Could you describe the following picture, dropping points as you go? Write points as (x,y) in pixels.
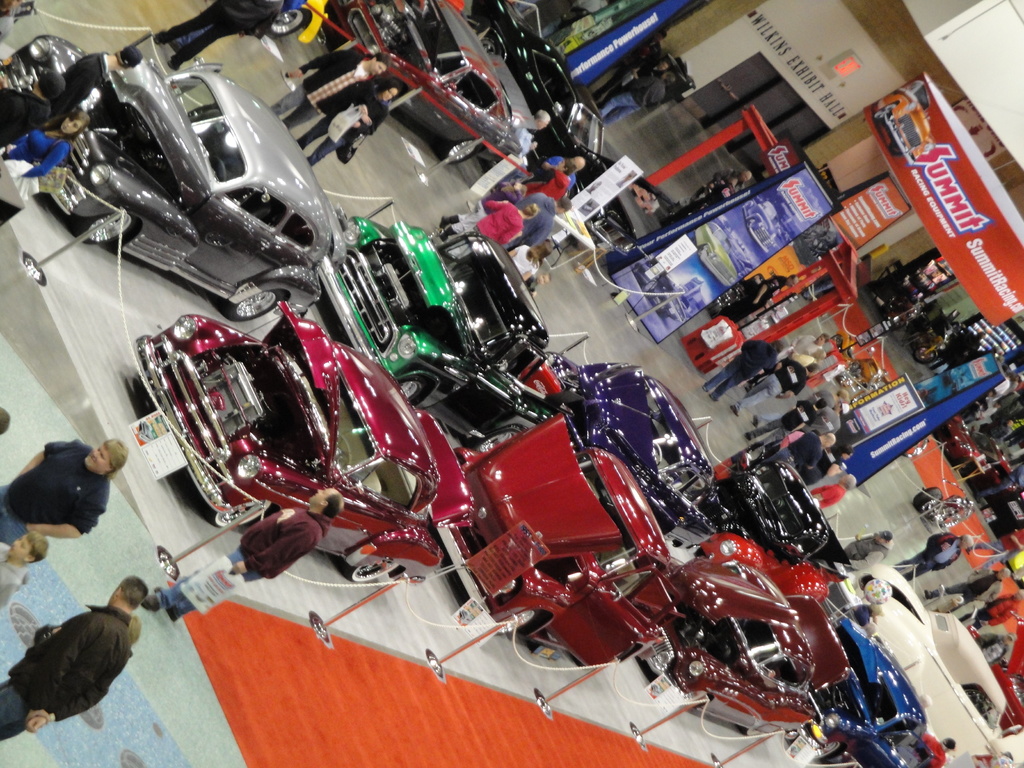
This image consists of so many cars (600,430) in the middle (494,367). They are of different colors. There are so many persons (80,91) walking in this image. There are banners (692,258) and stands (812,277) on the right side (903,327).
